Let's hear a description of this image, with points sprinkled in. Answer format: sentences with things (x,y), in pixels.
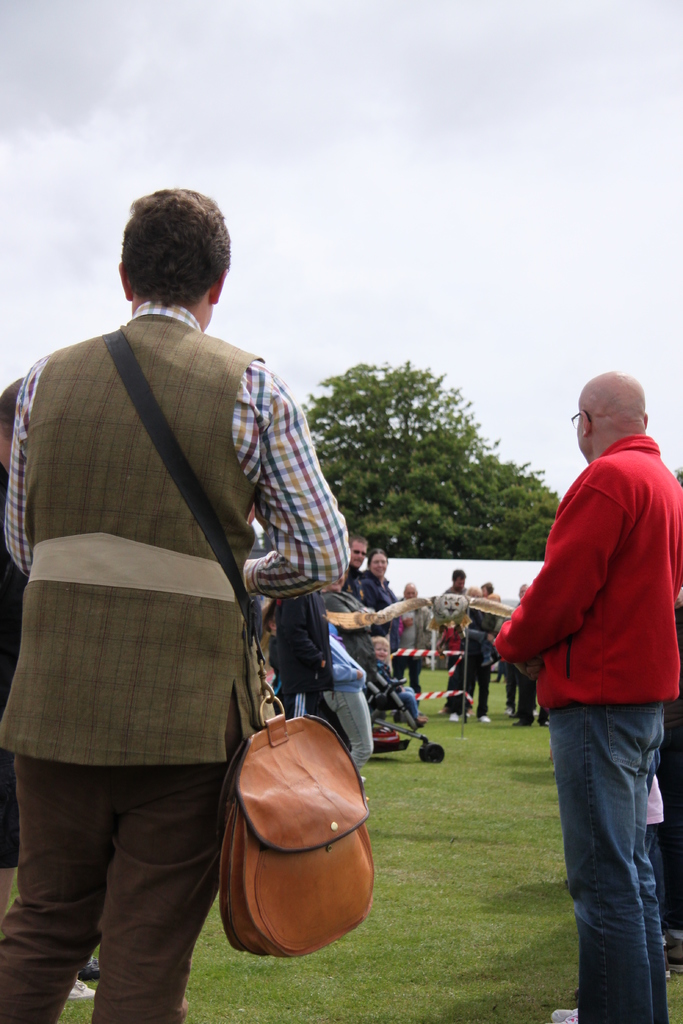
There is a group of people (261,476). They are standing. On the left side (211,534) we have a person (320,532). He is wearing a bag (229,575). We can see in background (506,504) trees (500,541) and sky (65,267).
